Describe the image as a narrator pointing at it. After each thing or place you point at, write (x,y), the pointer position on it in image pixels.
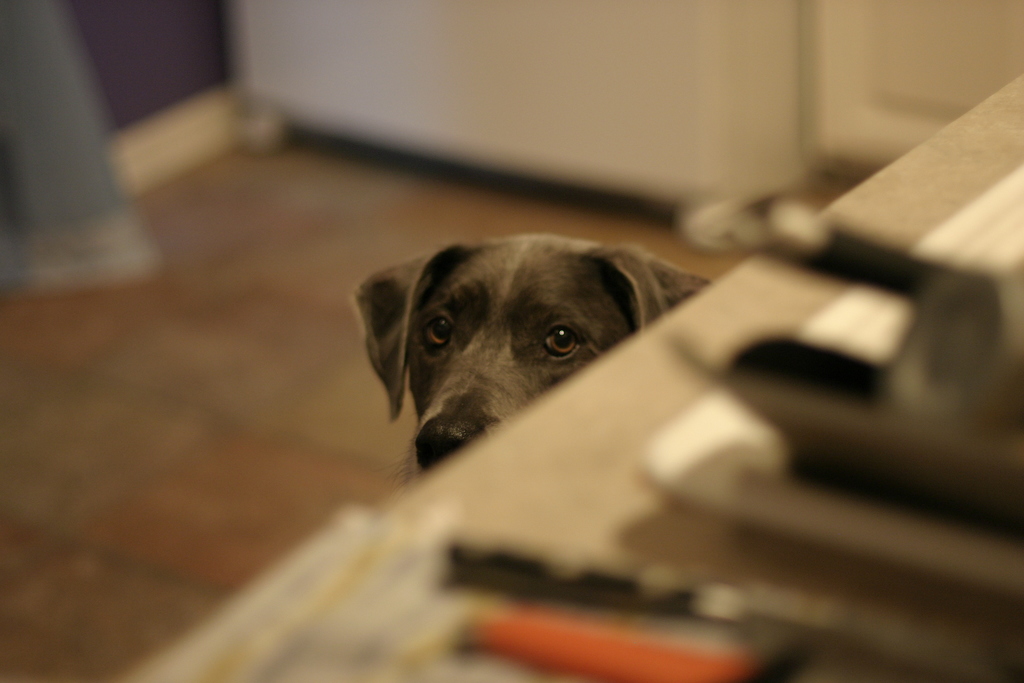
In this image, I can see a dog (515,325), which is black in color. I think this is a table (913,218) with few objects (471,581) on it. The background (79,158) looks blurry.
